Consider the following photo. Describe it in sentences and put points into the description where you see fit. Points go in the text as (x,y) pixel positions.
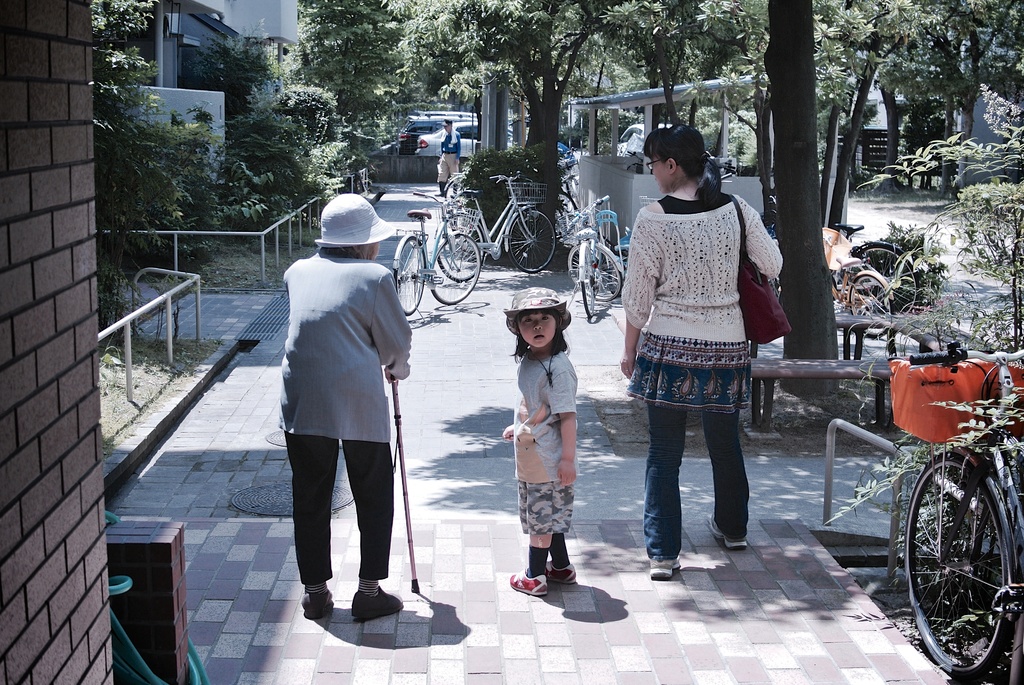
In front of the image there is a kid (544,387), adult (627,363) and an old person (384,383) are walking on the pavement (475,342). In front of them there are cycles (476,226) parked and there is a person (449,178) walking. On the left side of the image (133,289) there are plants (197,252), metal rod fence (151,269), some objects (139,577) and buildings (212,173). On the right side of the image (799,278) there are trees (818,267), a bus shelter (750,188) and benches (795,364). In the background of the image (400,137) there are cars (456,150) parked.
